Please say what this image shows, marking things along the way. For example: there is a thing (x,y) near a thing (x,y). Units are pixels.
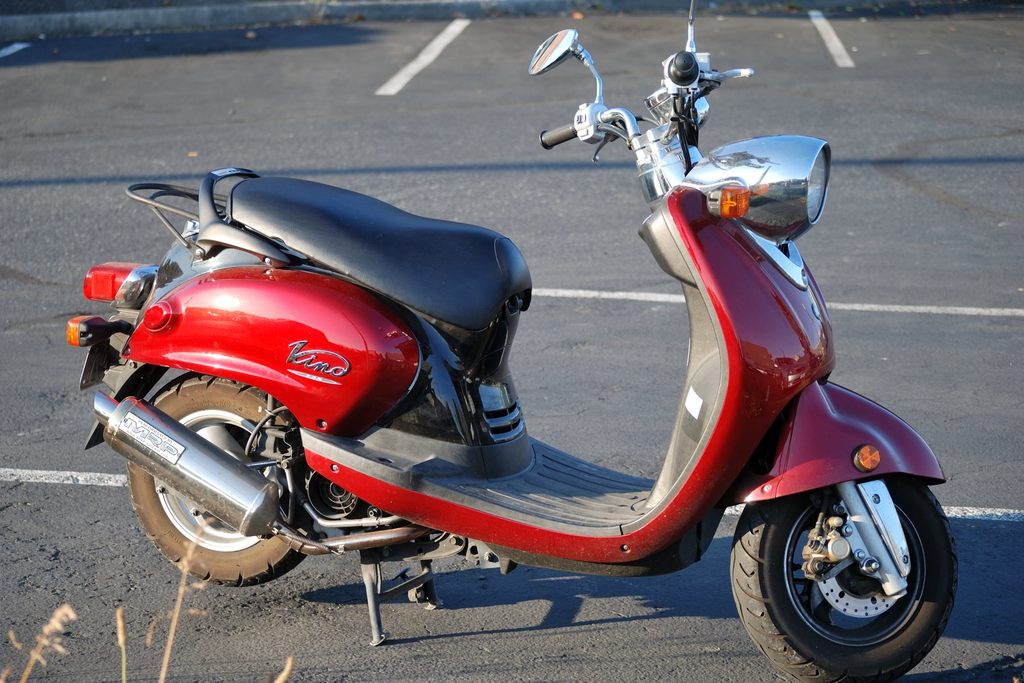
In this picture we can see a vehicle (937,540) on the road (611,229). There are a few white lines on this road (957,501).
